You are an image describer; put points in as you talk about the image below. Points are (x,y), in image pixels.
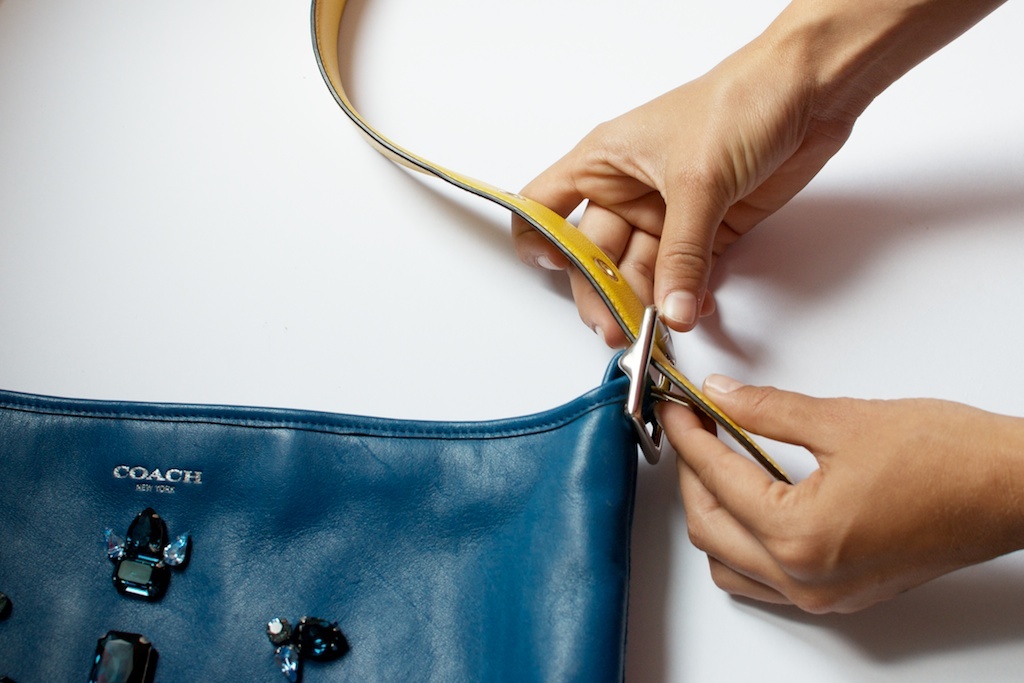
This is the picture of a person (672,288) holding a belt (588,247) in front of this person (544,250) there is a bag (453,533) in blue color. Background of this bag (544,434) and person (657,268) is in white color.
